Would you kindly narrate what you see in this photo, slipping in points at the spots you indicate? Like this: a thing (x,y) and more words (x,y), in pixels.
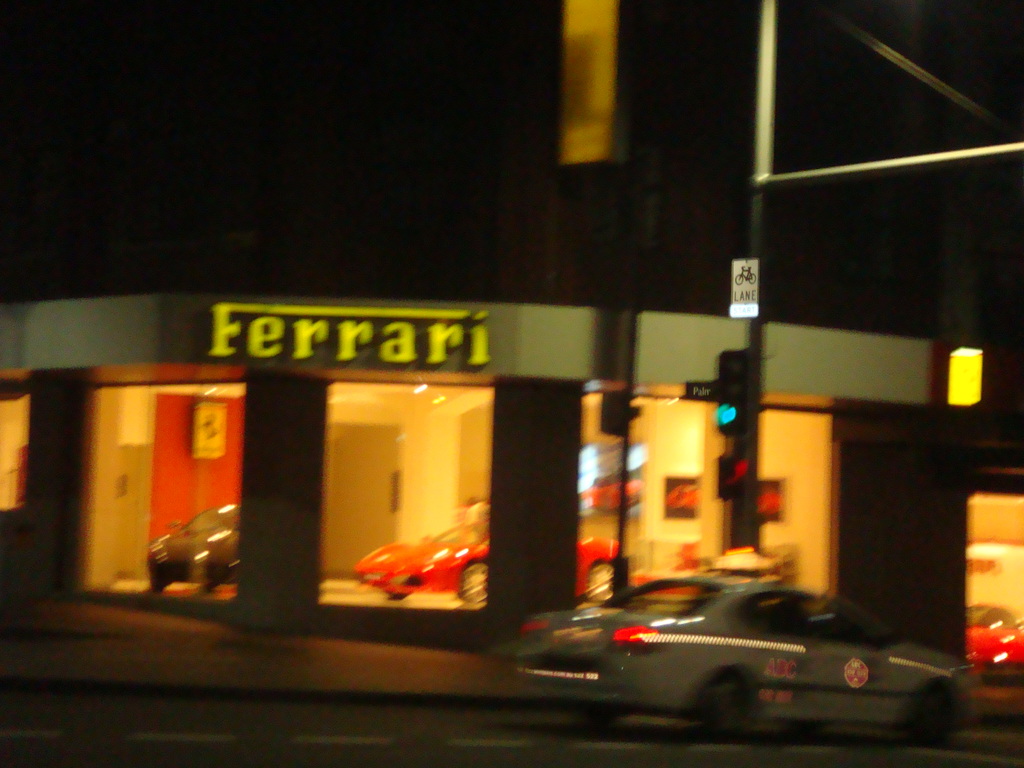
The image is blurred. In the foreground of the picture (642,679) there is a car (730,656) on the road (696,763). In the center of the picture (629,423) there are poles (756,392), board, signal light (734,463) and cables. In the background (235,420) there is a car showroom (414,477), in the showroom (368,544) there are cars (469,538). At the top (333,128) it is dark.
